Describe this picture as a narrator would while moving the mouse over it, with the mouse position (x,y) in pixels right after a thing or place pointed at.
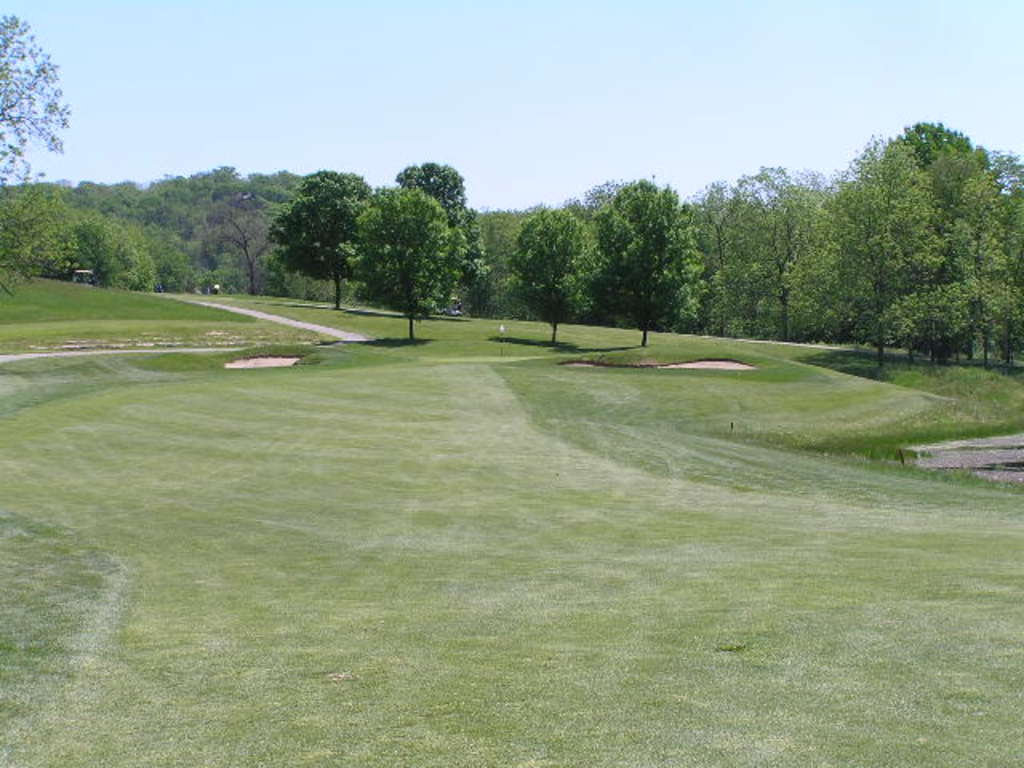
There is a golf ground (480,513) in the image and there are many trees (440,217) in the image.
